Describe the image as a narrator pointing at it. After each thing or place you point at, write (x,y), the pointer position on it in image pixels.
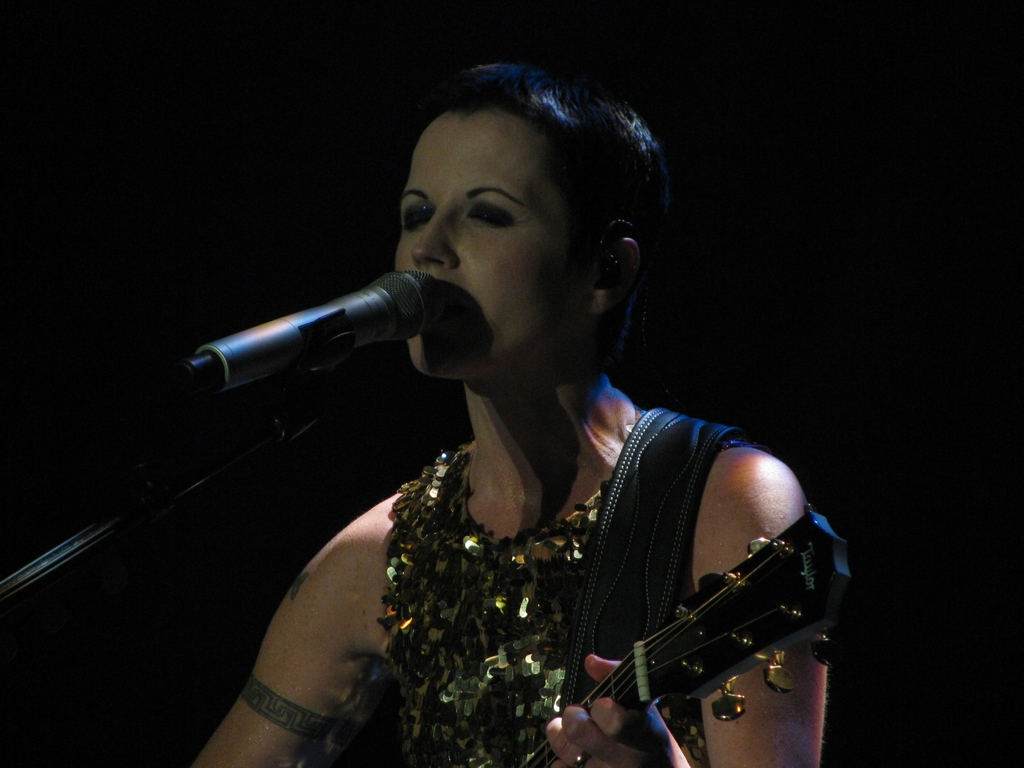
In the image we can see there is a woman (565,304) who is standing and holding guitar (627,662) in her hand (575,735).
